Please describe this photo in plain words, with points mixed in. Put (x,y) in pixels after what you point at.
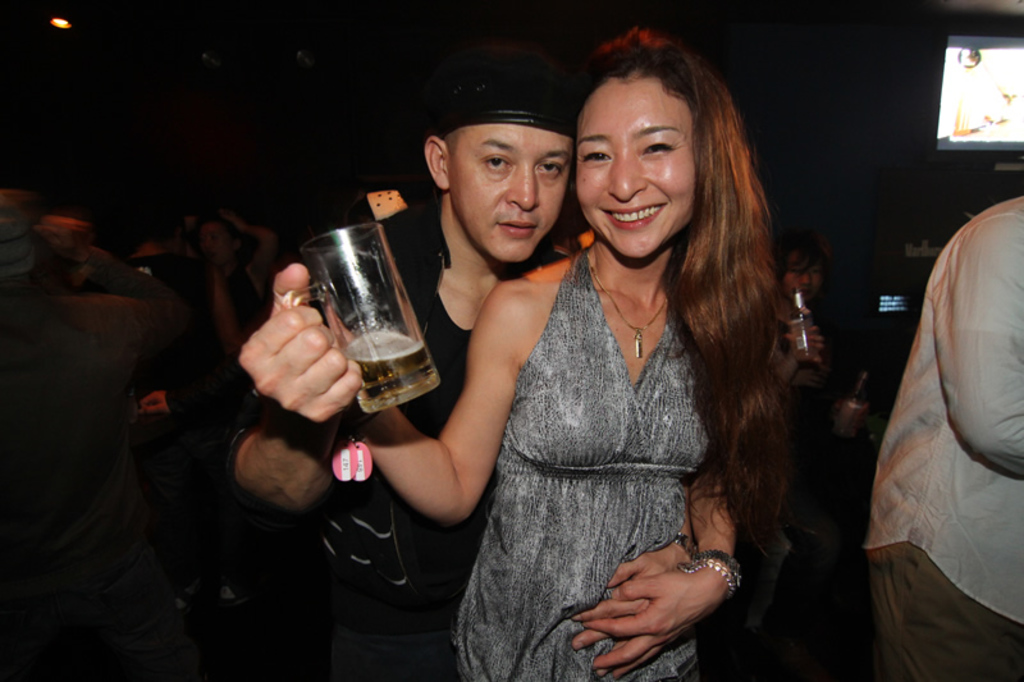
In the image we can see a woman (625,438) and one man (533,156) hold to each other and the woman (601,540) is holding a glass (401,376) around them there are few more people (1003,364).
